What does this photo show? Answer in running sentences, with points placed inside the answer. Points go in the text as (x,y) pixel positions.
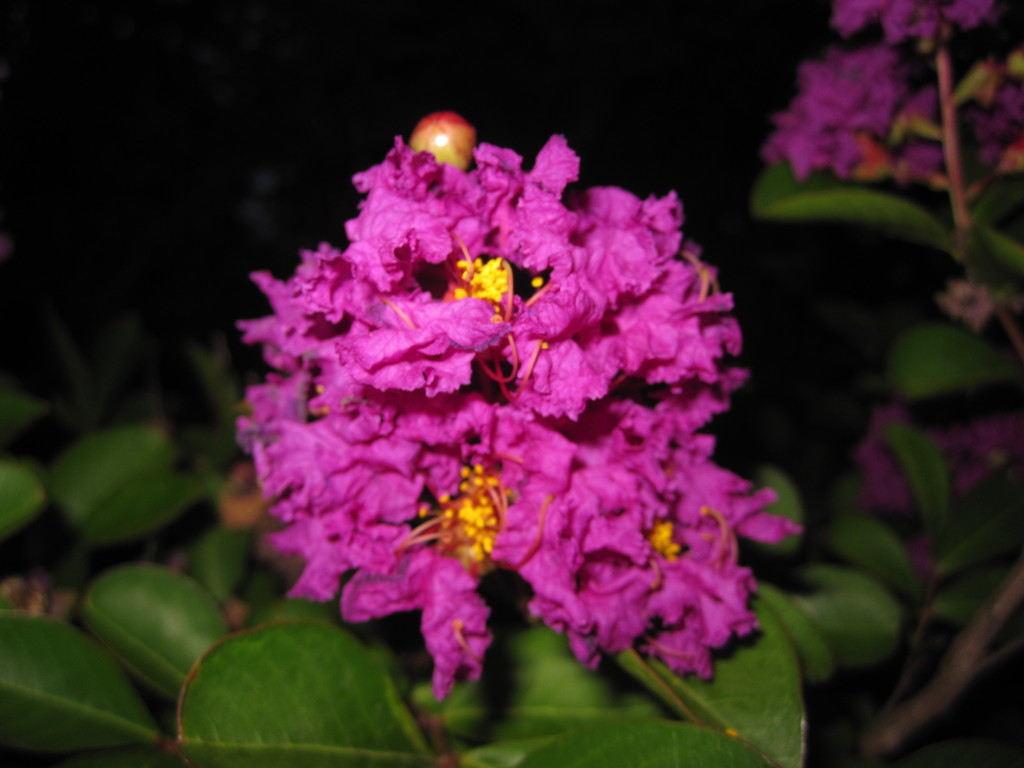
In this picture we can see there are plants (111,520) with flowers (389,434) and behind the flowers (638,202) there is a dark background (187,71).
